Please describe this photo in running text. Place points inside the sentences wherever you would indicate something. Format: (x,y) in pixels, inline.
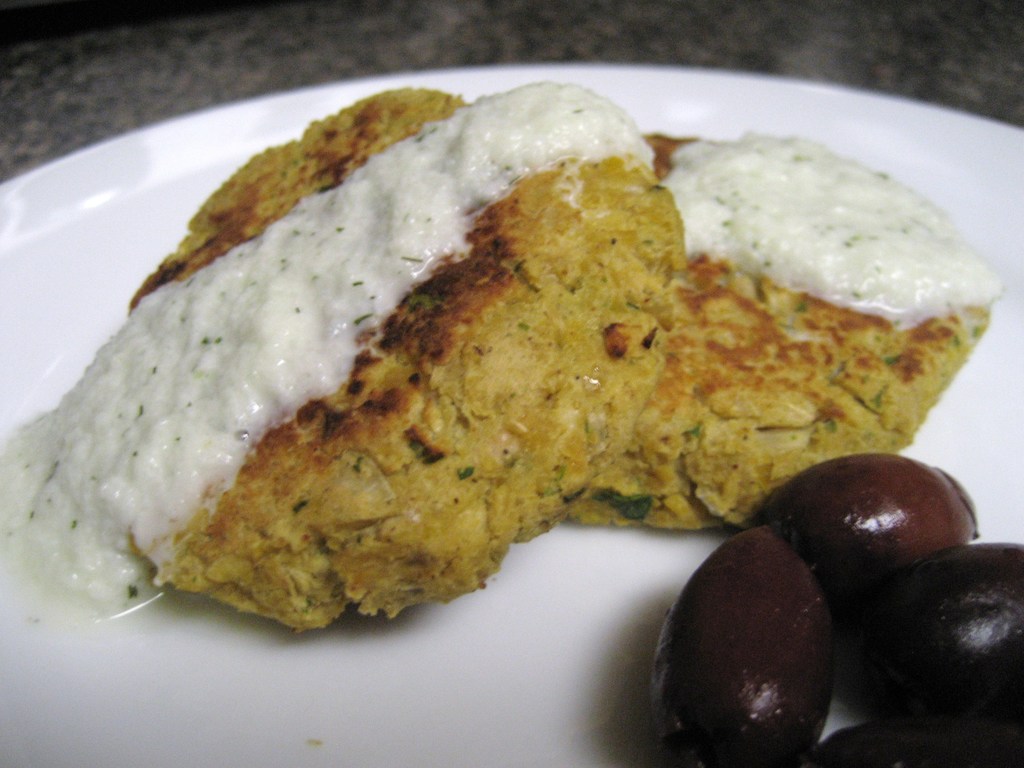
In this there is a plate (993,315), in that plate (923,192) there is a food item (698,300), in the background (227,70) it is blurred.
